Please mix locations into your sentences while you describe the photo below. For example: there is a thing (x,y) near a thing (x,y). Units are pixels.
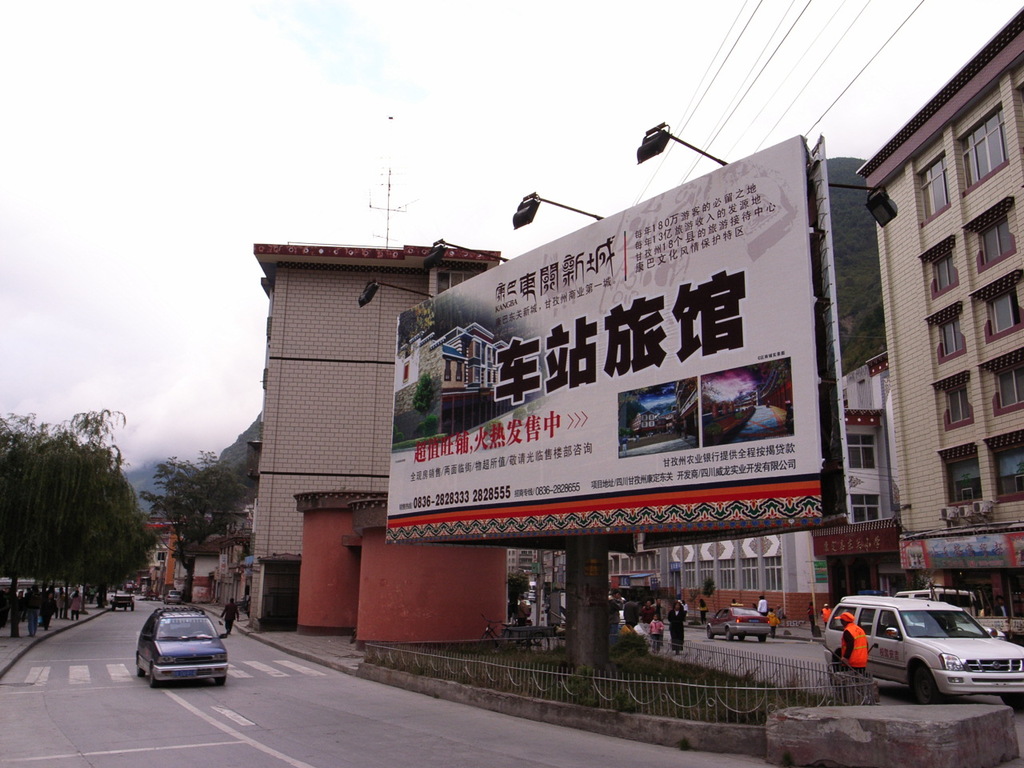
This picture is clicked outside. In the center (481,278) there is a banner (769,321) on which we can see the text (602,353) and some pictures (455,371) are printed. In the foreground (93,686) we can see the group of vehicles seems to be running on the road (462,709) and we can see the group of persons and we can see the plants (783,696). In the background (135,122) there is a sky (230,100), cables (774,49), lights (528,219), buildings (238,562) and trees (100,477).
